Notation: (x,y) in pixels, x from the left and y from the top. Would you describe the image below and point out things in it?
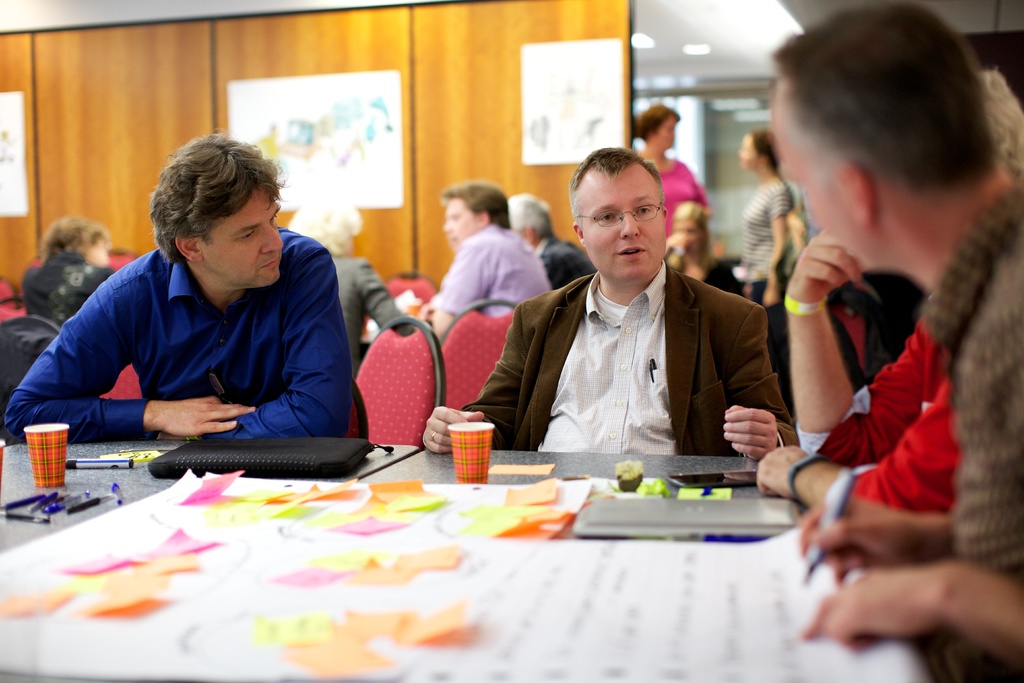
In this image we can see persons (245,358) sitting on the chairs (356,423) near table (371,464). We can see cups (464,430), pens (70,513), charts (288,568) and laptops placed on the table (10,545). In the background (182,104) we can see wooden wall (181,90).
